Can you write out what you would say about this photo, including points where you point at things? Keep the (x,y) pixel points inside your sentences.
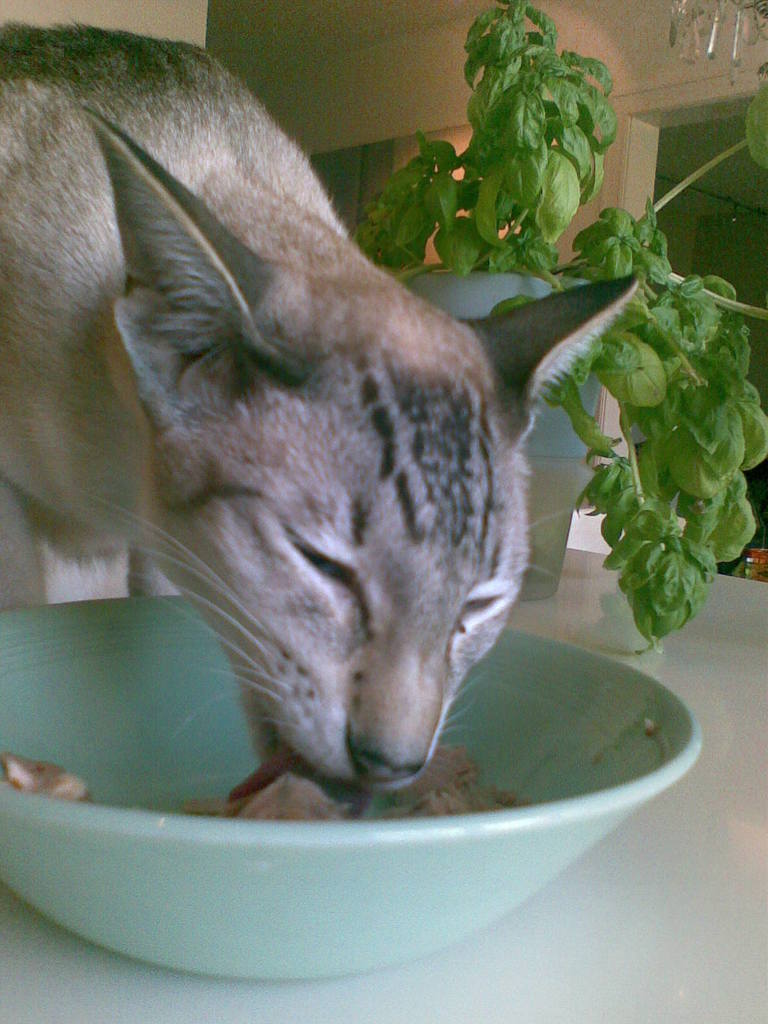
In this picture there is a cat (172,485) who is eating food (482,795) which is kept in the bowl (347,907). On the white table (682,652) we can see pot (527,284), plant (548,197), bowl (338,868) and cat (272,400). In the background (693,211) we can see door (676,226), window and light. At the top right corner (675,21) there is a chandelier (687,32).
